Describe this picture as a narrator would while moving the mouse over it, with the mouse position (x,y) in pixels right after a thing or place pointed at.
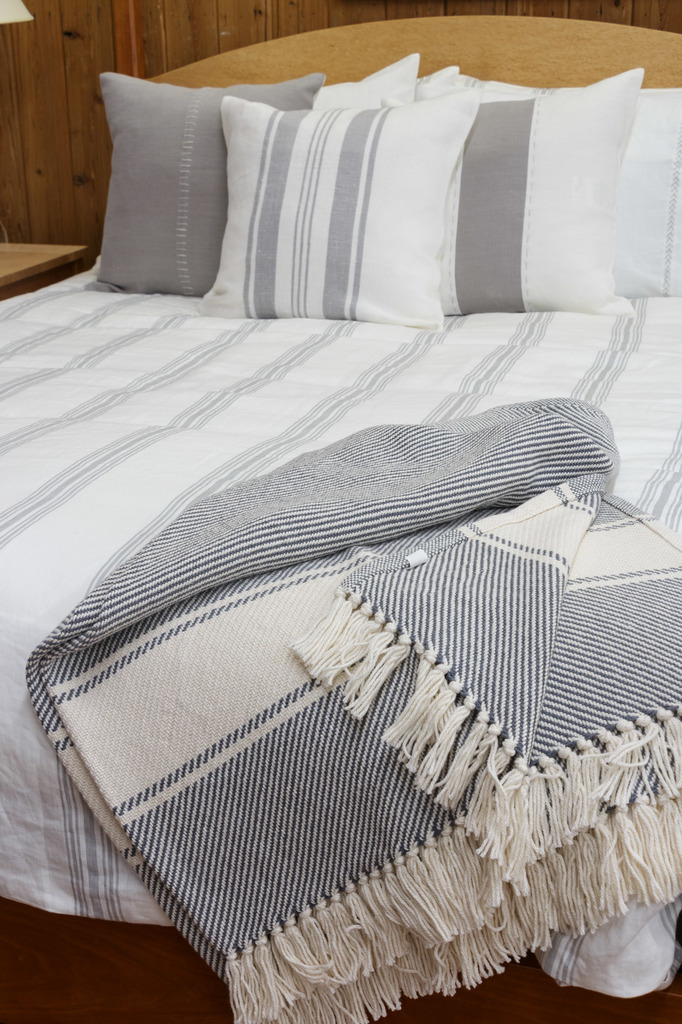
In this image we can see a bed (150,385) with pillows (503,177) and blanket (388,553) on it. In the background (60,187) we can see wooden wall (76,82).
